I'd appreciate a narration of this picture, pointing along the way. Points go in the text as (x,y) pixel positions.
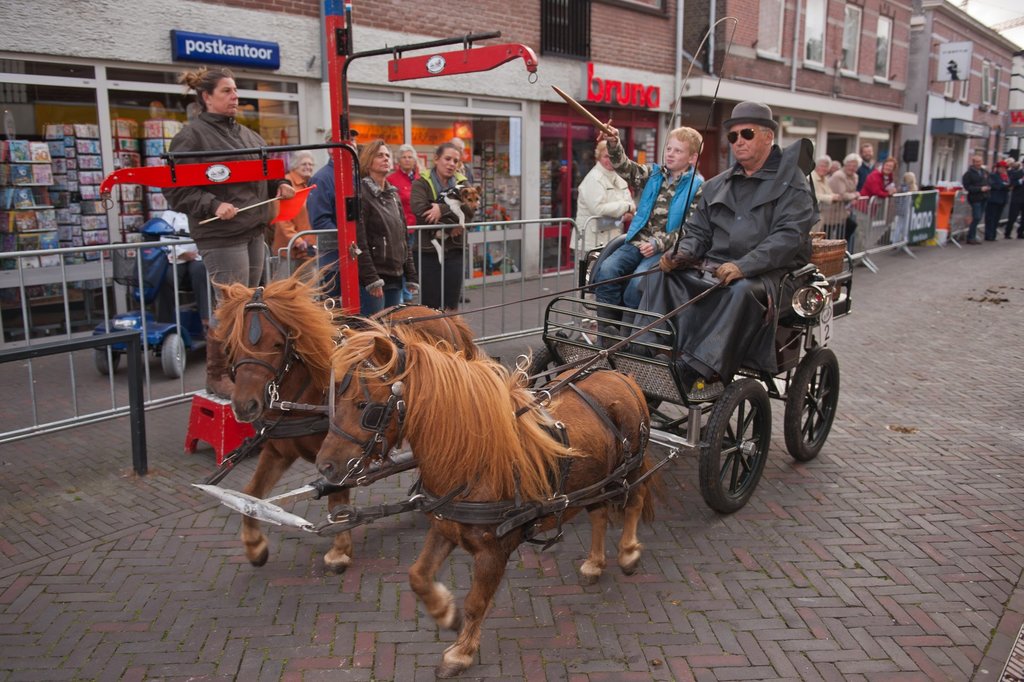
In this image, in the middle (627,285), we can see two people (674,171), one person (646,180) is holding a stick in his hand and another person (760,155) is sitting on the cart (749,395) of a horse (341,419) and holding a collar rope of a horse (615,419). In the background (374,196), we can see a group of people (386,199) standing in front of the metal grill (93,261). In the background (439,42), we can also see a metal rod (378,49), metal pole (335,77), building (613,72), glass window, hoarding (949,63). At the bottom (918,590), we can see a road (897,674).
